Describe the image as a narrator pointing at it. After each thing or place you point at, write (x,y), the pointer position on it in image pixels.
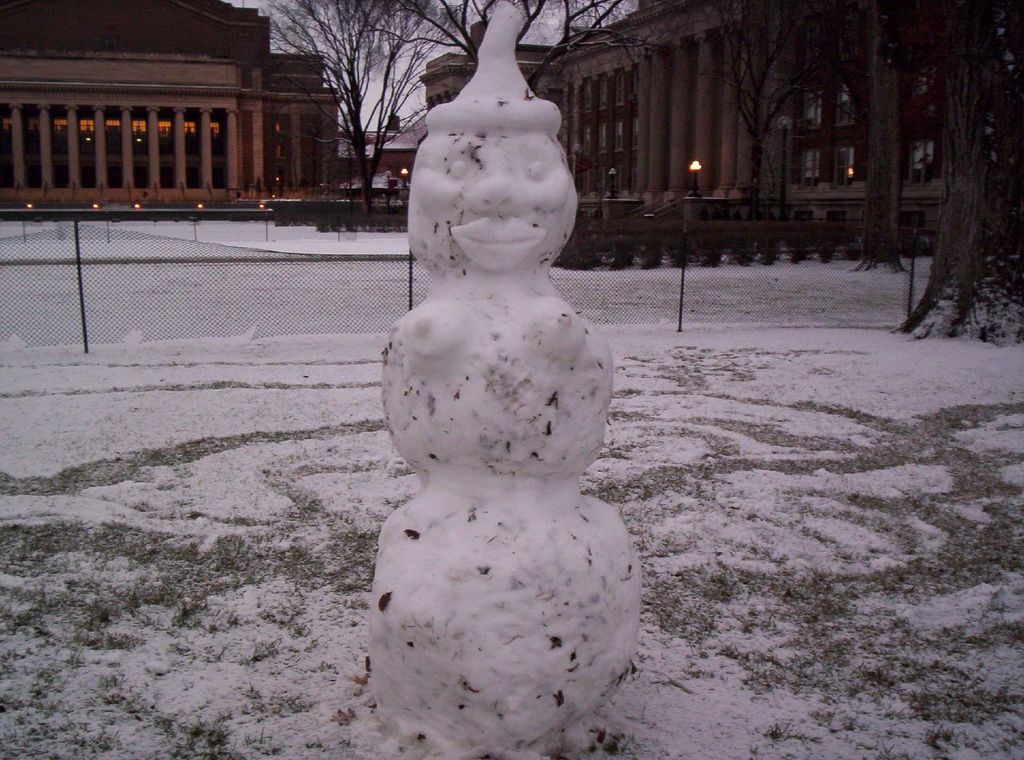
In the picture I can see a snowman (466,407). In the background (325,337) I can see a fence (318,304), the snow (314,359), buildings (310,162), trees (351,108), poles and some other objects (622,268) on the ground (370,253).
